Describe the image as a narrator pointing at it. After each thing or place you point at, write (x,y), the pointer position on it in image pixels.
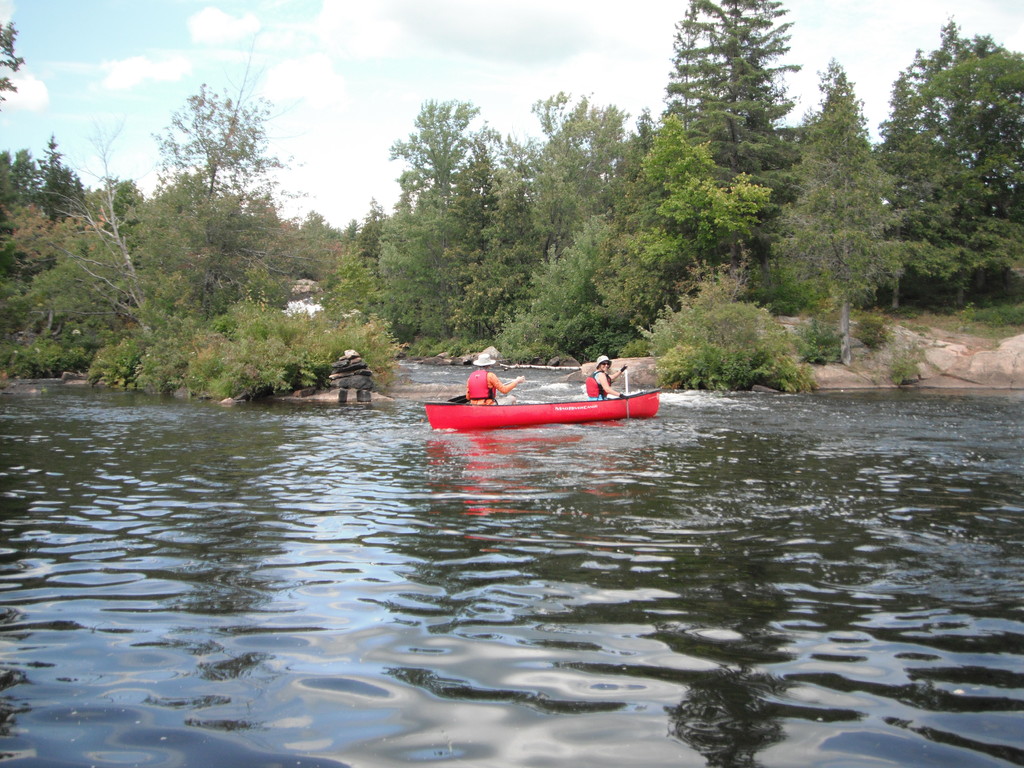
At the bottom of the image (435,657) there is water (505,534). On the water (558,380) there is a red boat (477,422) with two people (495,390) in it. In the background (447,335) there are trees (487,263) and also there are rocks (912,348). At the top of the image (369,28) there is a sky (285,123).
